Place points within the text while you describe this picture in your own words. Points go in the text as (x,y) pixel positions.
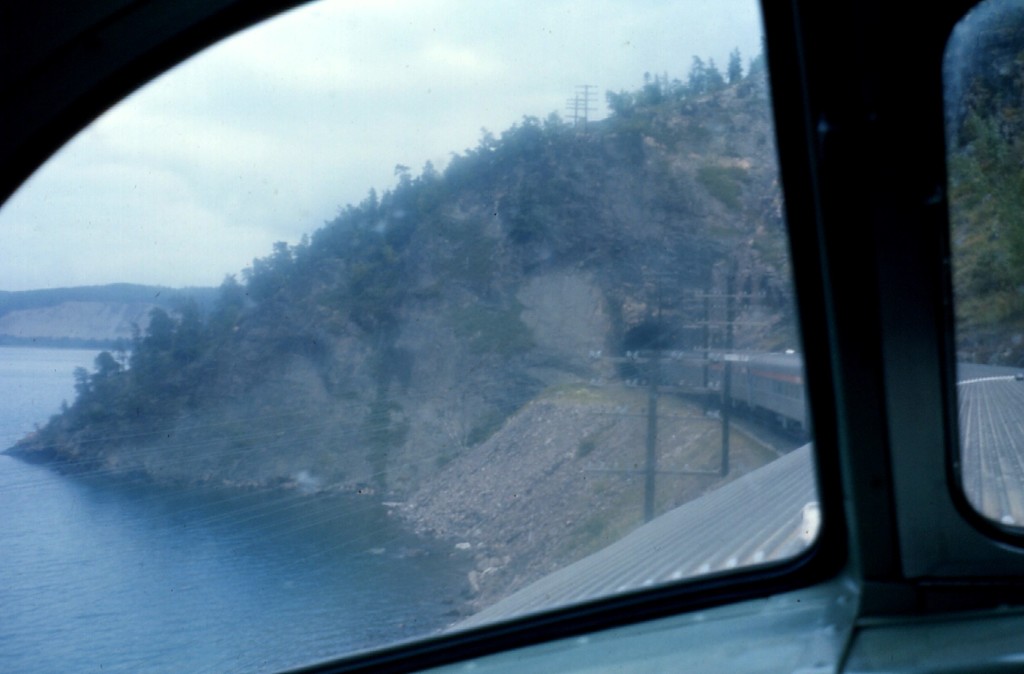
In this picture there is a vehicle (557,654) in the foreground (665,557). At the back (566,279) there is a train (758,360) on the railway track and there are poles (669,471) and there are mountains (317,330) and there are trees (38,299) on the mountains (398,326). At the top (431,86) there is sky (424,85) and there are clouds (180,182). At the bottom (208,568) there is water (291,554).
